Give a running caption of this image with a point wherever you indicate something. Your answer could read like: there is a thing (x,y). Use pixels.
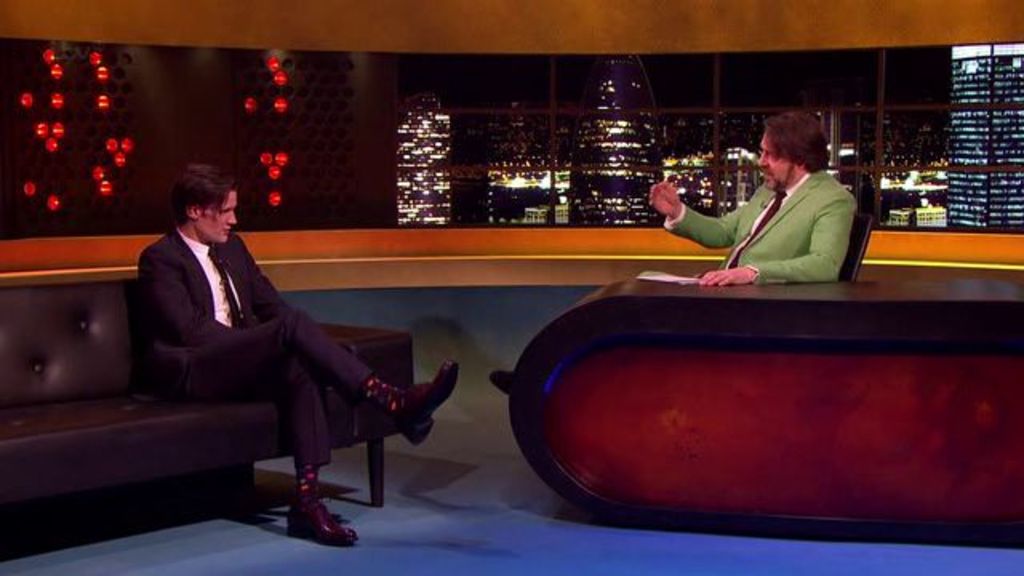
A man (760,252) is sitting in a chair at a table (772,335) and questioning another man (307,378) sitting beside him. The other man (268,311) is sitting in sofa (94,343).
